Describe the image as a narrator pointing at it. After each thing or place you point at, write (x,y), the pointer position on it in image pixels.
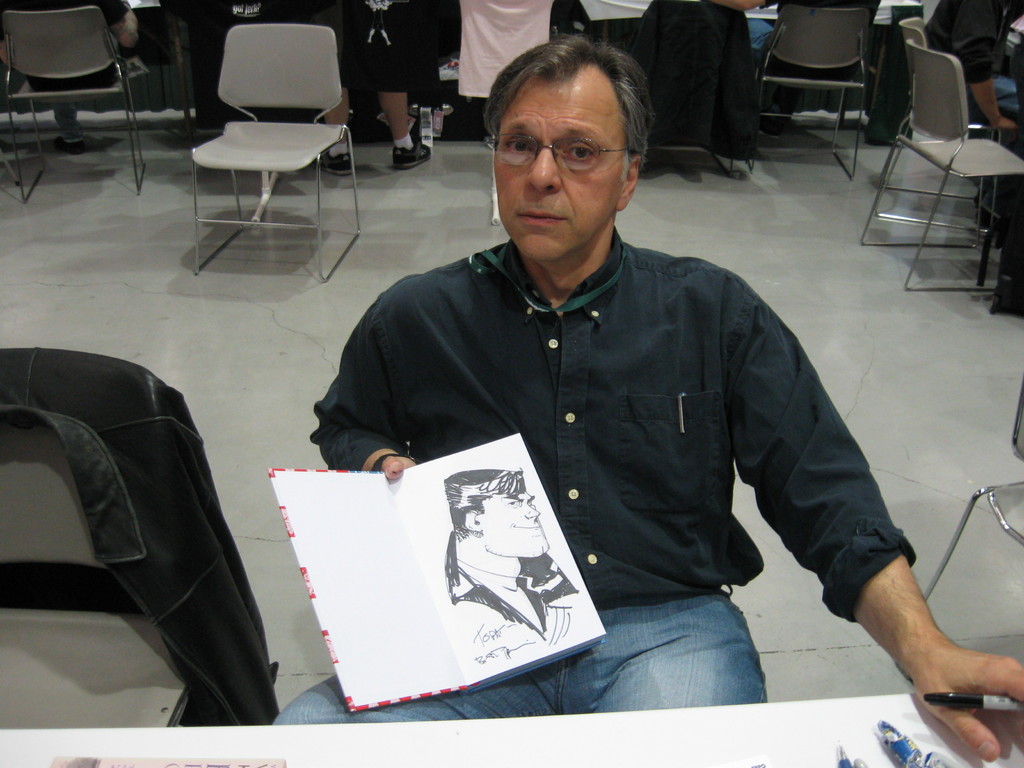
In the image there is a man (597,334) sitting on chair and holding a book (367,534) on his hand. On right side (952,42) we can see a person (947,33), chairs (972,168) on left side (134,525) there is a jacket (156,532) and a chair (305,145), in background (384,32) there are some people's (466,20).
